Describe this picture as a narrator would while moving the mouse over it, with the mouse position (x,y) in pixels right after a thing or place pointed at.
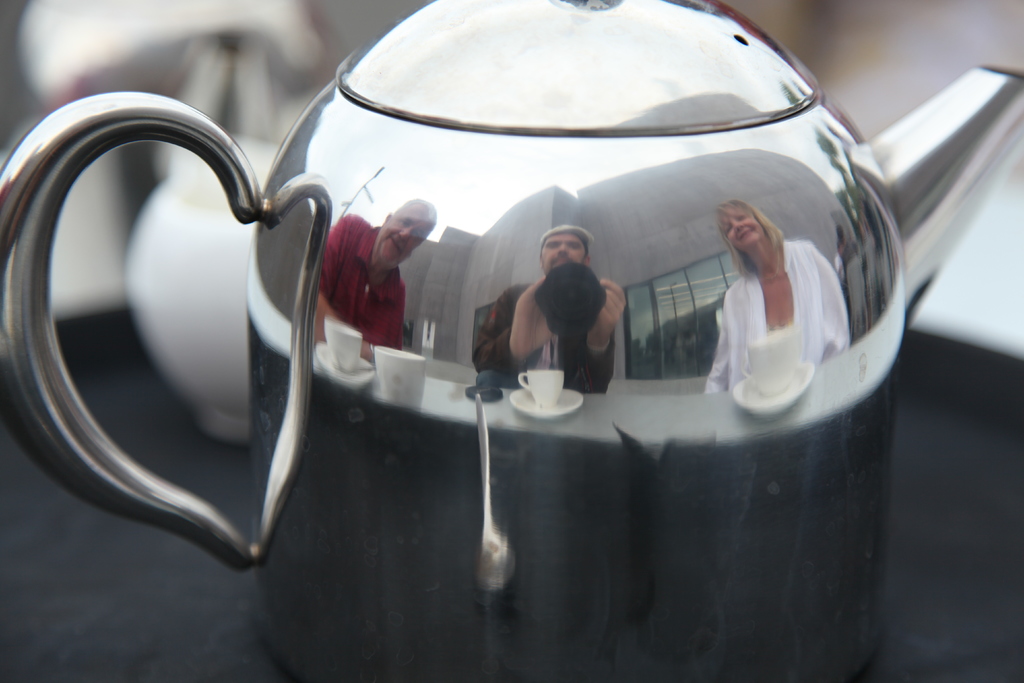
In this image I can see a teapot (657,355). There is a reflection (435,370) of three persons (540,357), cups (556,387) and saucers (566,396) on the teapot (448,413). And the background (113,200) is blurry.
